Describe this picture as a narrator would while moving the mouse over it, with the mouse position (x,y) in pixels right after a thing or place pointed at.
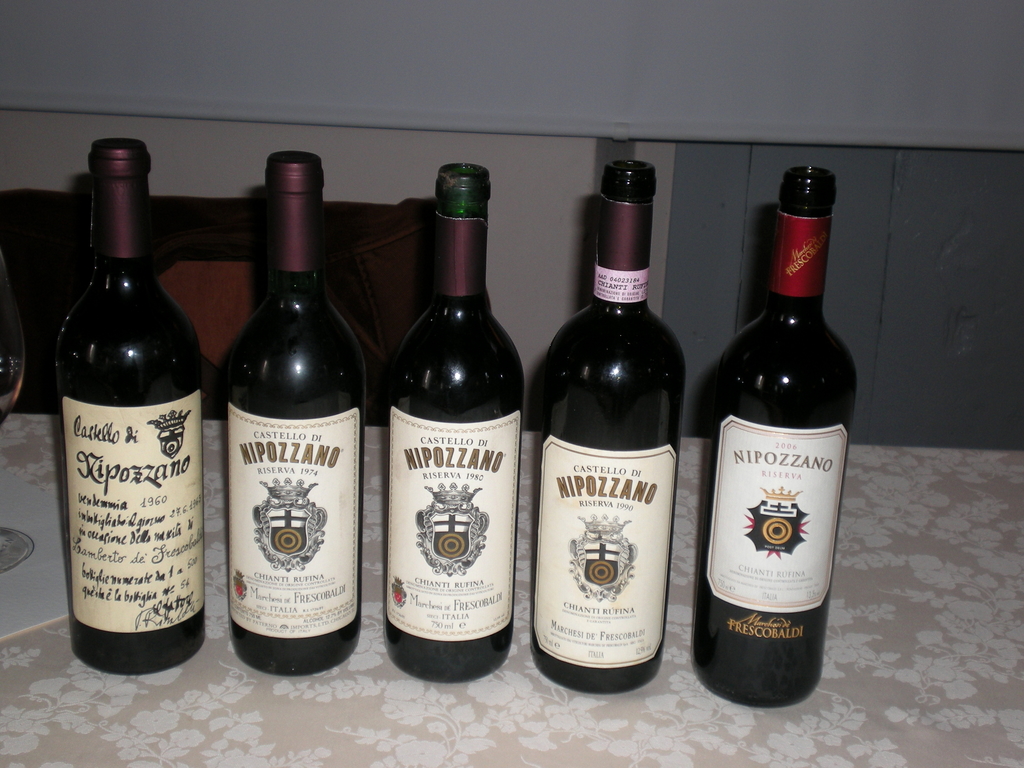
In this picture I see 5 bottles (567,339) in front (477,551), on which I see labels (758,461) and I see something is written on the labels (412,507) and these bottles (473,474) are on a surface (927,510) which is of white and cream in color.
